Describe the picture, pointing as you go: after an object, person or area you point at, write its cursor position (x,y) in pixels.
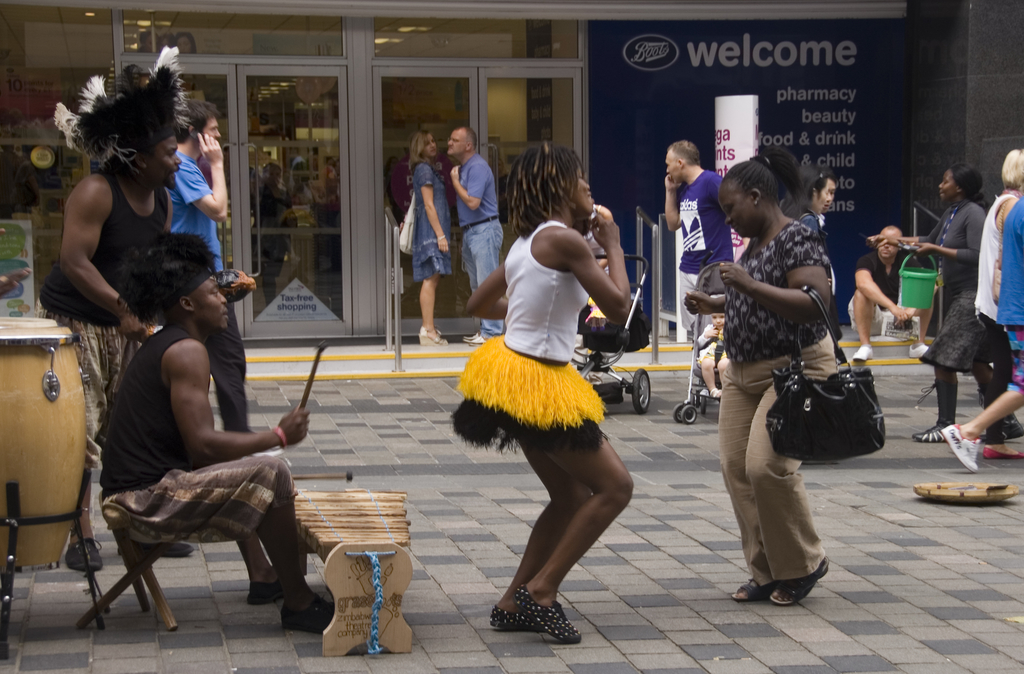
In this picture of group of people (168,97) dancing here and standing in the background (424,184).
